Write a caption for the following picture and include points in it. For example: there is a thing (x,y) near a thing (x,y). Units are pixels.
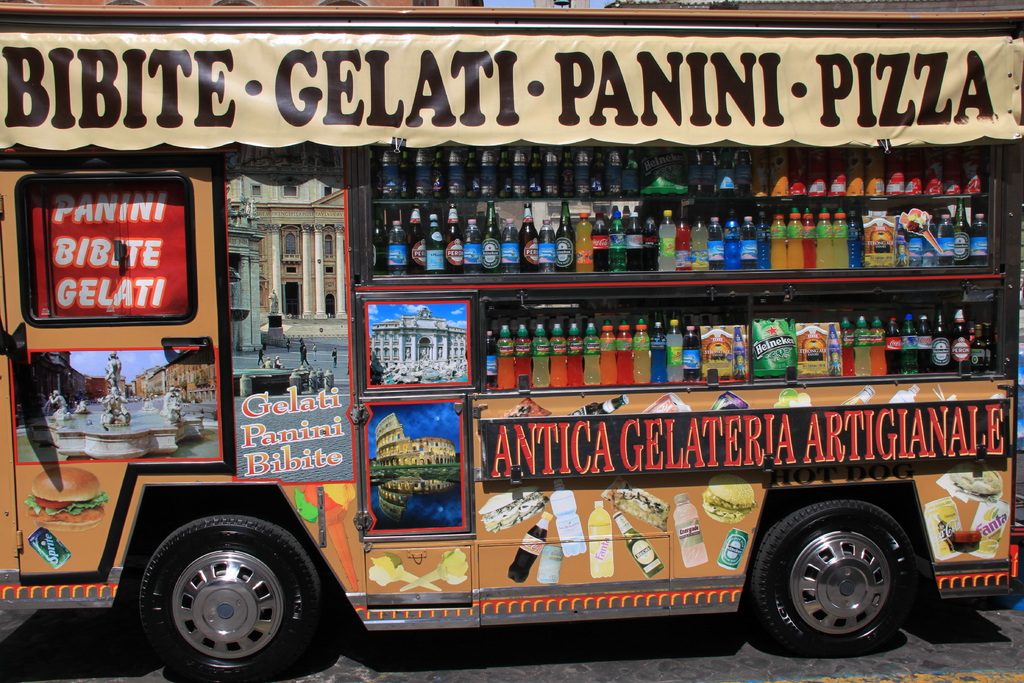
This image is taken outdoors. At the bottom of the image (610,647) there is a road (482,647). In the middle of the image (400,274) there is a van (423,330) with a few paintings (450,480) and there is a text (853,429) on the van (802,419). There is a banner (705,100) with a text (129,115) on it. There are many bottles (397,252) on the shelves (544,199).
